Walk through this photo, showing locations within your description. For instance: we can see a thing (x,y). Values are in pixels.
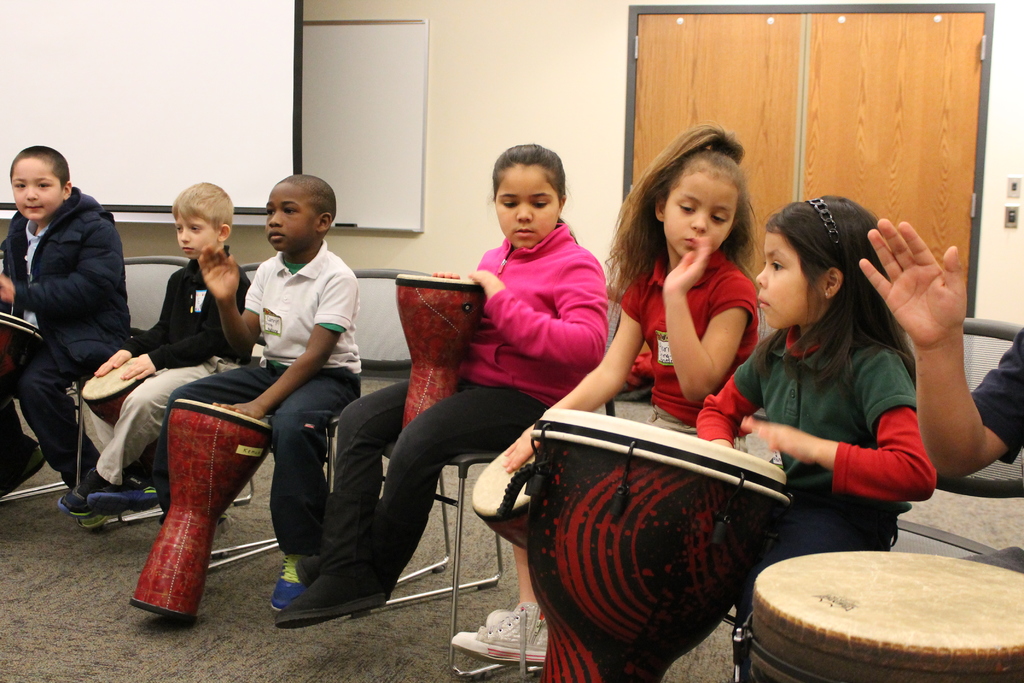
A group of children (570,352) are sitting on the chair (458,470) and playing musical instruments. In the background (347,112) we can see screen (265,134), wall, door (895,90).
